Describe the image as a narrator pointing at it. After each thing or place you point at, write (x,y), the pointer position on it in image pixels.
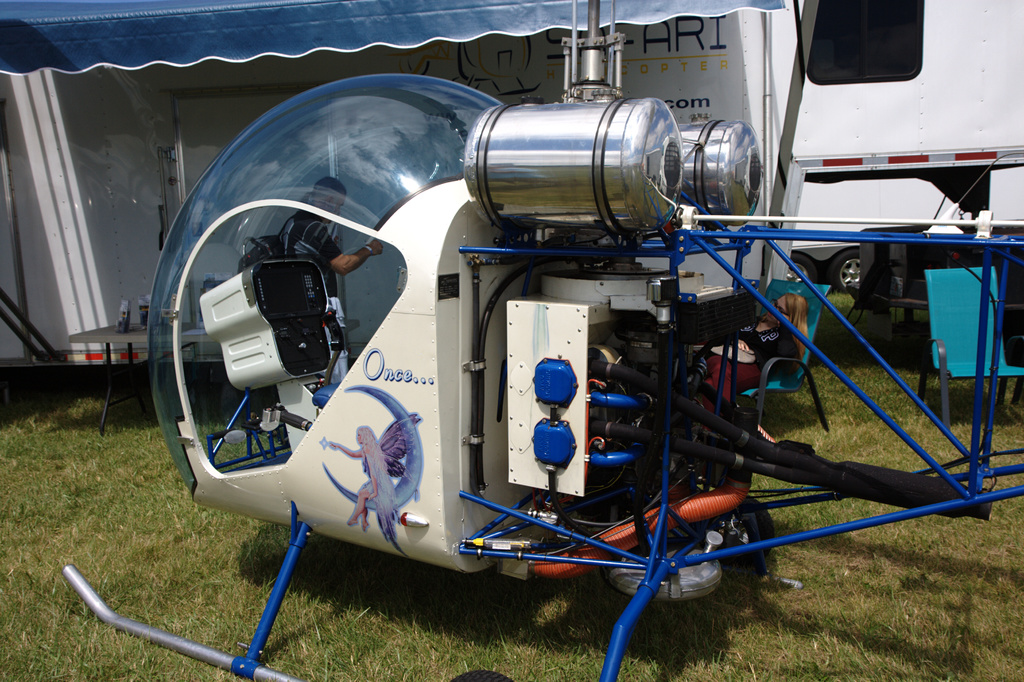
This image consists of some equipment (412,420). There is a person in the middle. There is something like tent (58,38) at the top (21,47). It looks like a helicopter (592,343). There is a vehicle (39,132) at the top (112,219).
